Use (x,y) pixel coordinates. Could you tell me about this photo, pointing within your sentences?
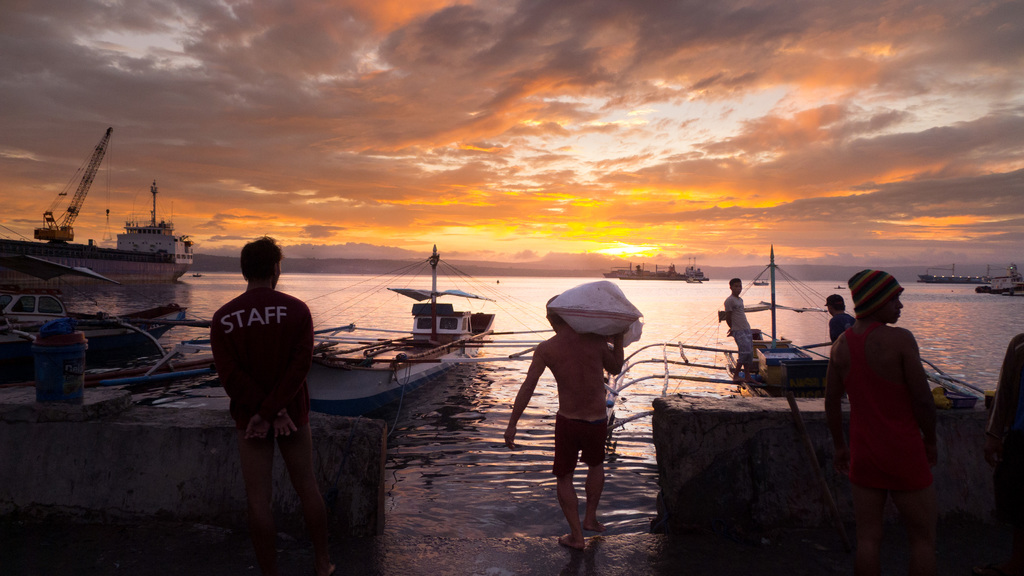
In this picture I can see boats (467,333), water (809,332) and a cloudy sky (567,99) and I can see few people (830,432) are standing and a human (575,464) walking and carrying something on his shoulder (598,344) and I can see couple of them (743,348) standing on the boat (786,354).
